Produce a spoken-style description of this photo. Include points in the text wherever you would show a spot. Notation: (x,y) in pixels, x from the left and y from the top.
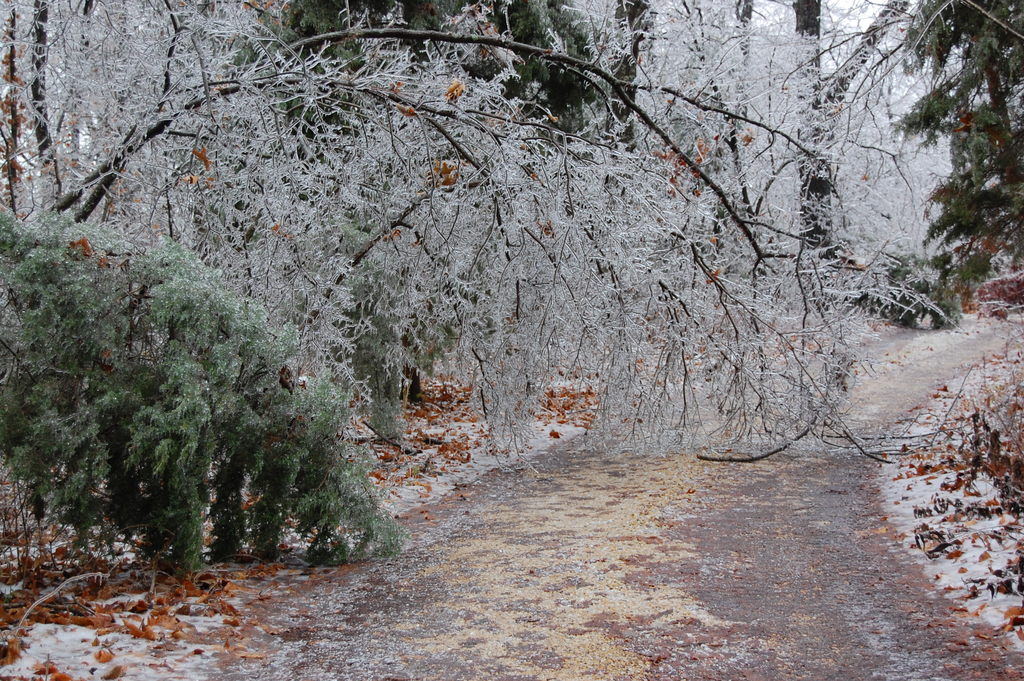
This image consists of many trees (532,215) and plants (128,321). At the bottom (733,611), there is a road (486,508).
